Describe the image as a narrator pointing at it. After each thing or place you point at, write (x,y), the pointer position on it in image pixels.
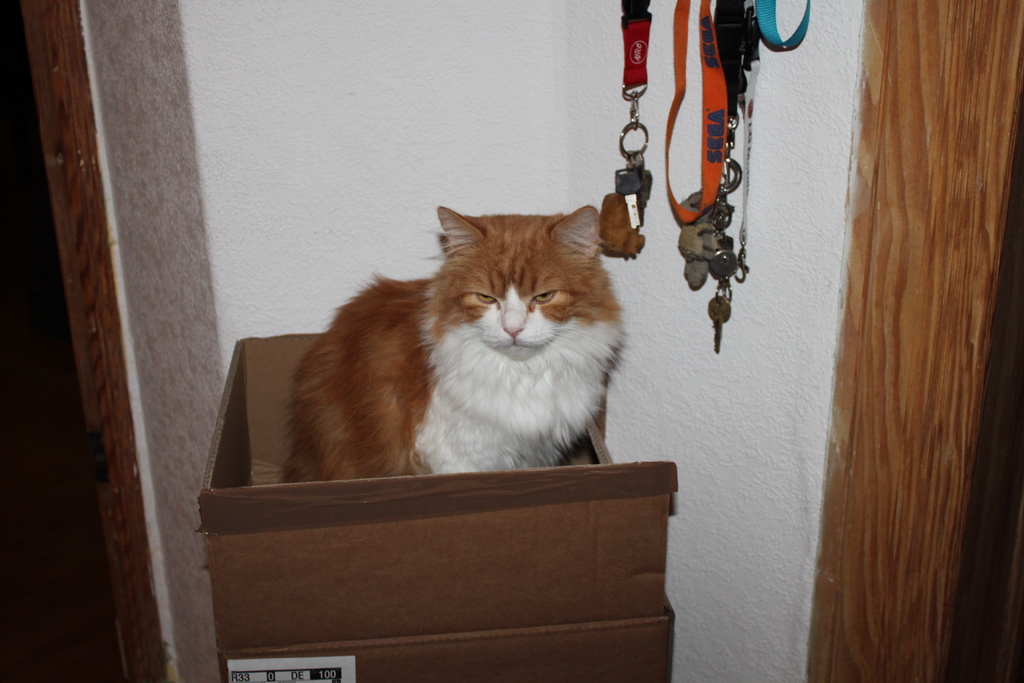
In the foreground of this image (365,397), there is a cat (494,342) and it seems like sitting in a cardboard (408,596). In the background (436,133), there is a wall (463,56) and few ID tags (731,98) and chains (704,251) are hanging.
